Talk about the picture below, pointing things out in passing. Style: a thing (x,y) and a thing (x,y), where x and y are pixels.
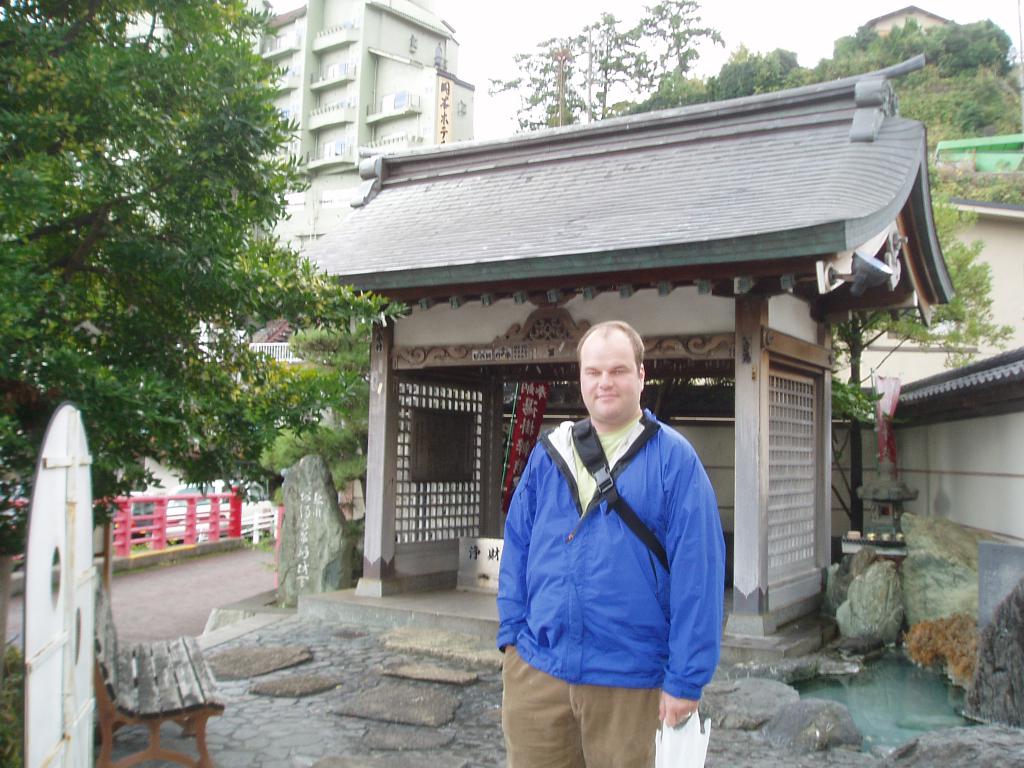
In the center of the image (570,468) we can see the person (569,587) standing on the ground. On the left side of the image (116,289) we can see a tree (102,334), fencing (123,529), car (203,511) and a bench (153,668). In the background (339,133) we can see building (336,84), trees (682,73) and sky (763,15).
